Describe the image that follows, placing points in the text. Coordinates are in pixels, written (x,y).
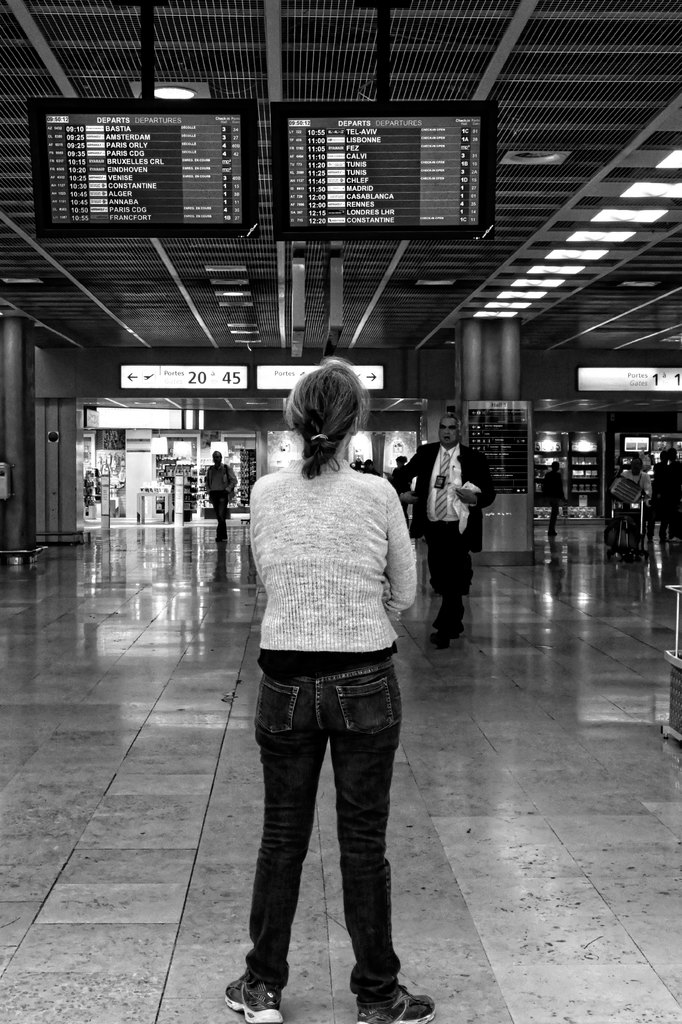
In the middle of the image (278,511) there is a lady (326,677) standing on the floor (310,859). In front of the lady (329,508) there are stores (150,451) and few people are walking. Also there are pillars (26,500) and sign boards (159,376) with light (143,375). At the top of the image (146,121) there are screens (426,228). Also at the top of the image (343,306) there is a roof (378,310) with lights (595,257). At the right corner of the image (473,323) there are stores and pillars (473,323).
